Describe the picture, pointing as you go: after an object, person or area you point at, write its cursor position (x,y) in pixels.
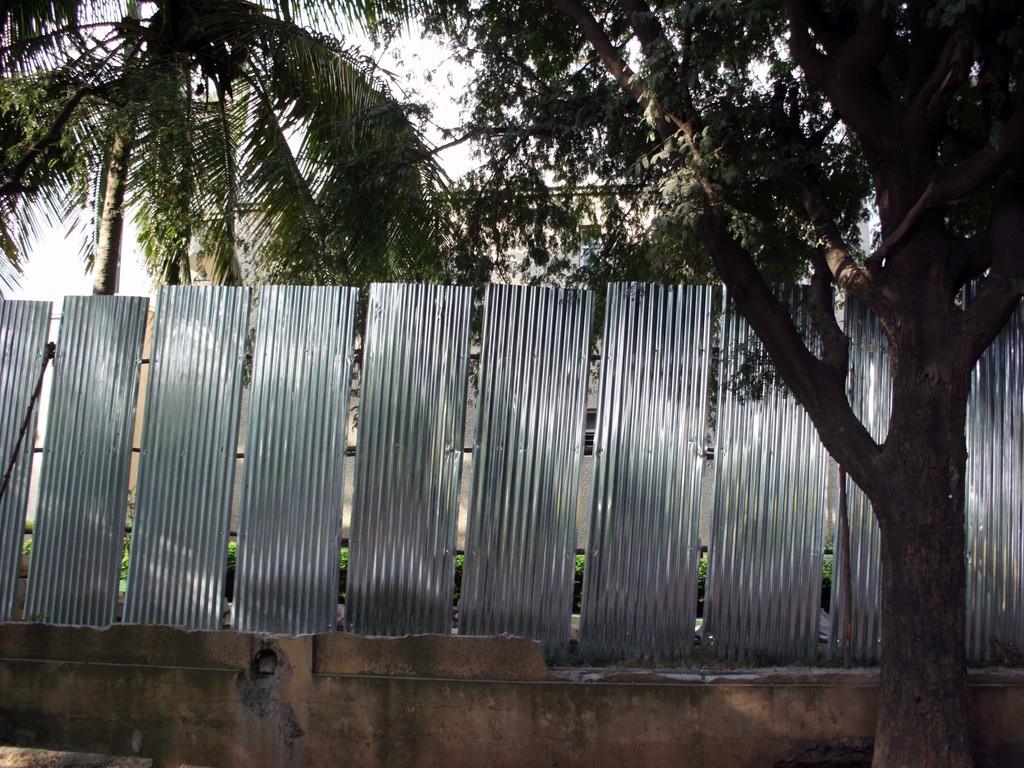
In this image there are trees (949,208), and in the center (647,447) there are some objects (481,515). At the bottom (407,692) there is a wall (620,677), and in the background (582,145) there are trees (494,142) and sky (200,70).
